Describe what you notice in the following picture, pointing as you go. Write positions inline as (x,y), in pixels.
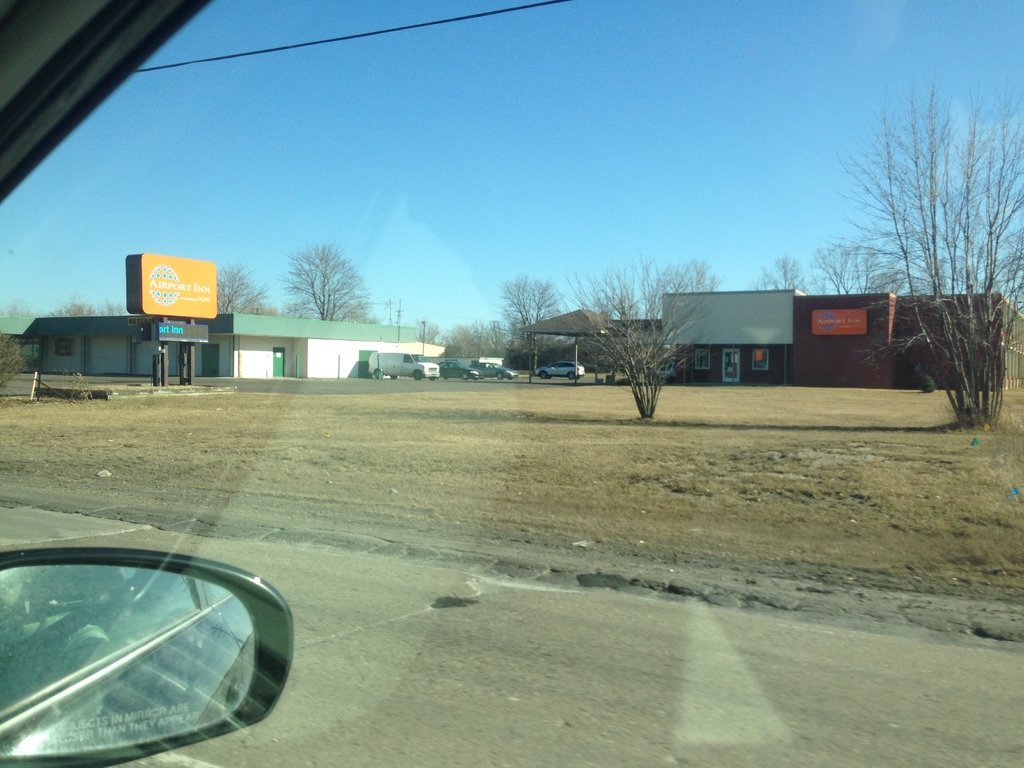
In the image we can see there are many vehicles (403,374) and trees (669,317). Here we can see the shed (295,349), road (596,633) and dry grass (863,477). Here we can see electric wire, poster (200,268) and the sky (275,223).
